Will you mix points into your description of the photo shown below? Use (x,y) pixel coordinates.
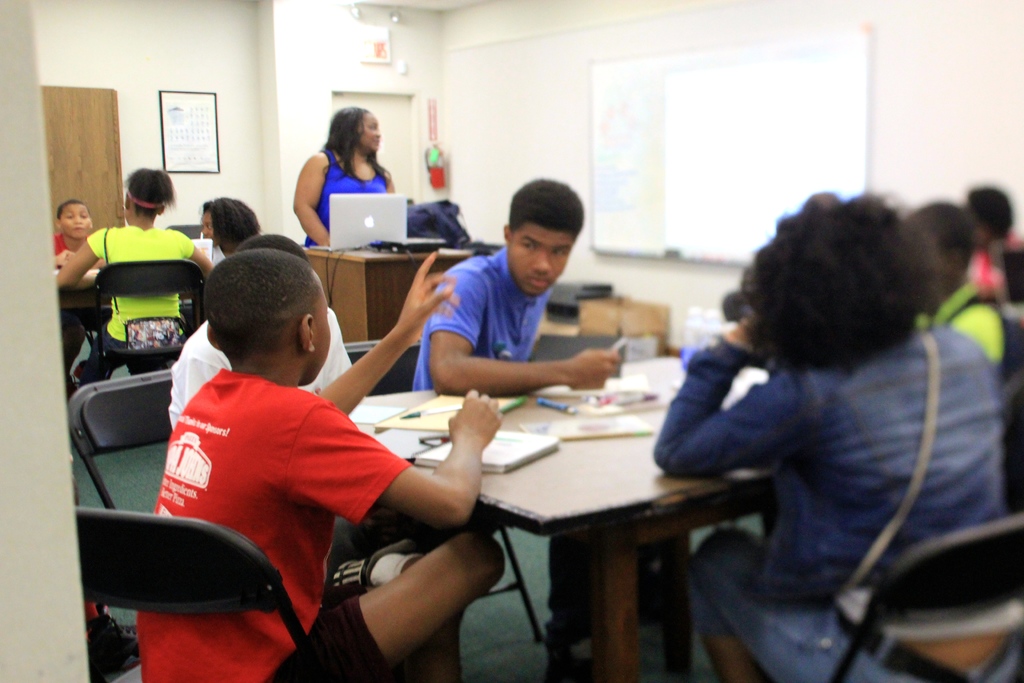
In front (847,260) we can see few persons (730,549) were sitting on the chair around the table (603,474). On table (613,484) there is a pen (525,399), book (516,447) and papers (604,422). In the center (354,240) we can see one woman (360,186) standing, in front of her there is a wood stand (348,269), tab (390,238) and back pack (444,214). In the background (309,62) there is a wall (251,142), cupboard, board (612,146) and few persons (106,254) were sitting on the chair (107,274).
